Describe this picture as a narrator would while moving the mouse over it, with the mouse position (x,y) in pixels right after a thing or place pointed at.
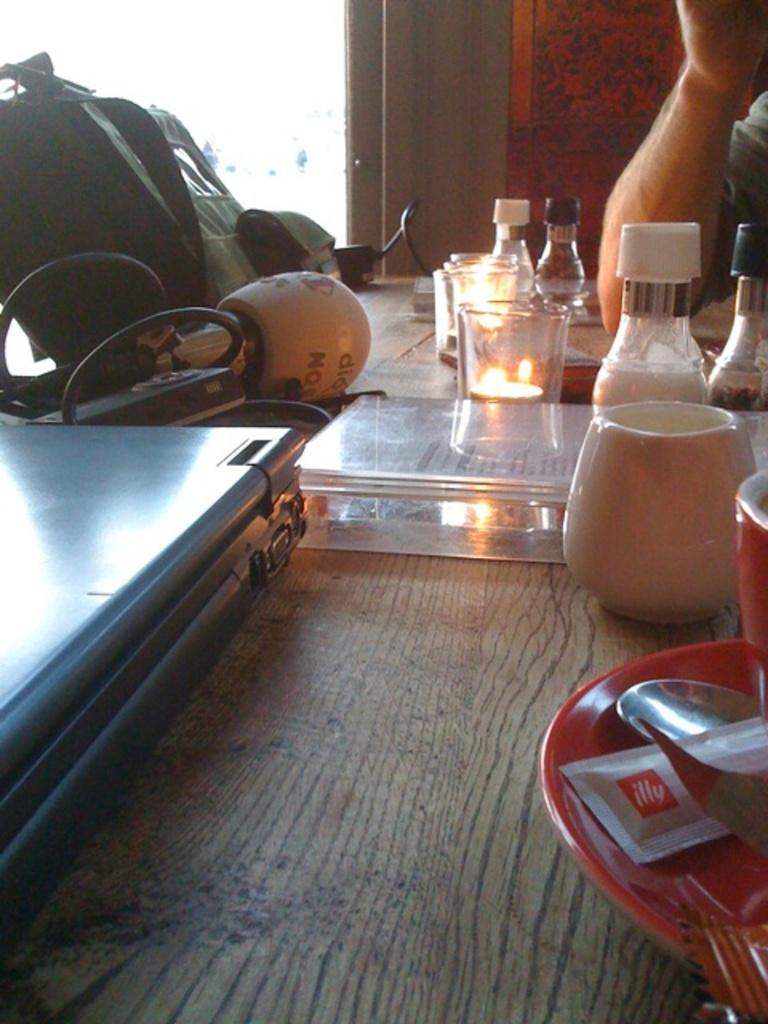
In this image, we can see a wooden table (345,844). On the top of the table (492,892), we can see a plate (598,853), spoon (675,705). Here we can found a cup (630,515). The left side of the image (140,593), we can see a laptop (145,560), microphone (290,343) and bag (149,246). And the right side of the image (637,202), we can see a human hand (672,161). And bottles (560,261) on the table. In middle of the table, we can see lamp (495,386).
